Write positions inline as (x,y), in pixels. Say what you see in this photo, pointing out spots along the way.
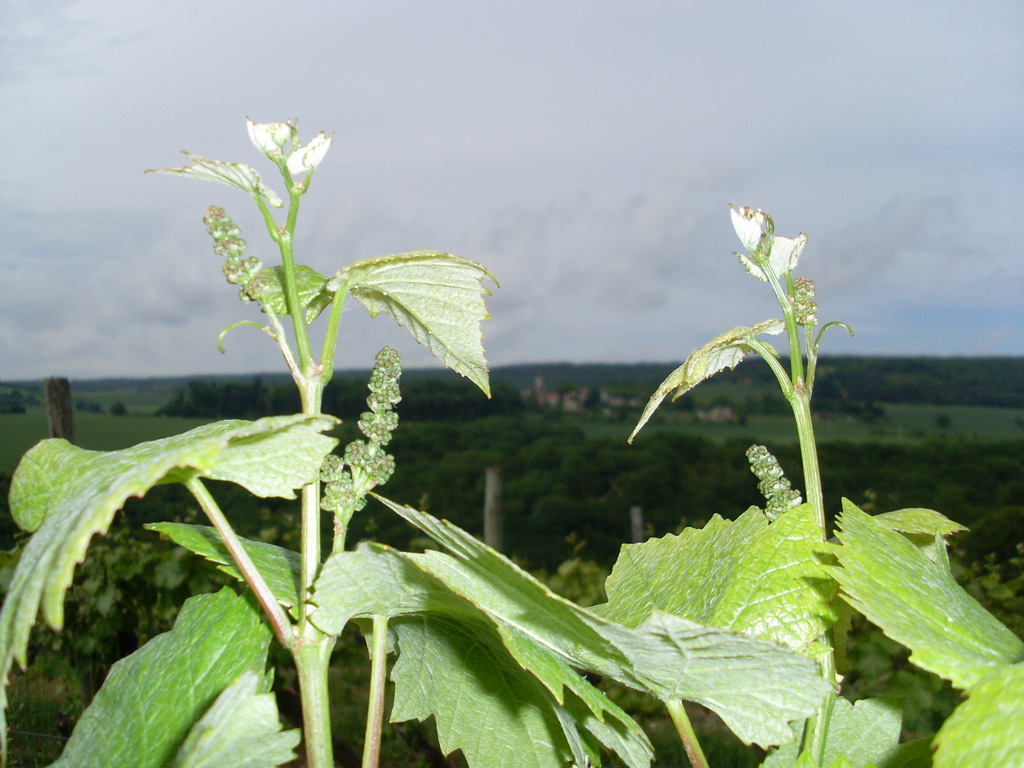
This picture is clicked outside. In the foreground (443,605) we can see the green leaves (1007,667) and some other objects (751,248) of the plants (432,580). In the background (656,283) we can see the sky (675,123), green grass (698,427), plants (581,482) and some other objects (706,414).
